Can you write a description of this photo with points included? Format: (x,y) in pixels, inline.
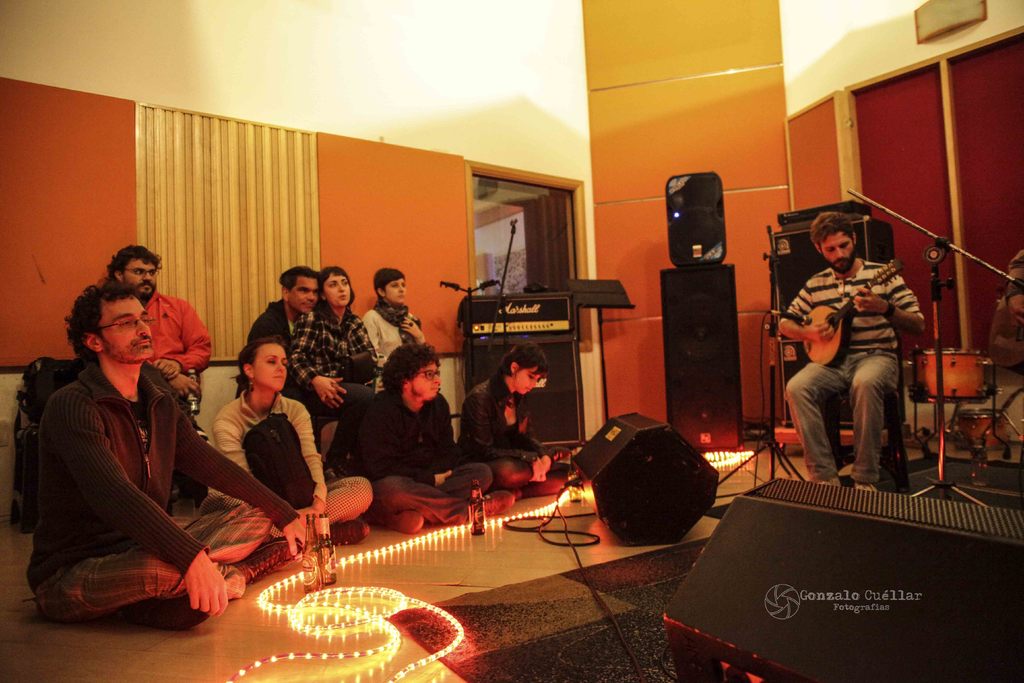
This picture is clicked inside the room (743,297). On the left side of the picture (163,323), we see people (243,491) sitting and watching the man (879,325) on the opposite side. the man (873,344) in the opposite side is wearing striped t-shirt (853,319) and he is holding mandolin (835,335) in his hand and playing it. Beside him, we see a microphone (945,240) and behind him, we see speaker boxes (716,219). At the top of the picture (638,149), we see the ceiling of the room (401,123) and a white and brown wall (360,59). At the bottom of the picture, we see lights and glass bottles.
